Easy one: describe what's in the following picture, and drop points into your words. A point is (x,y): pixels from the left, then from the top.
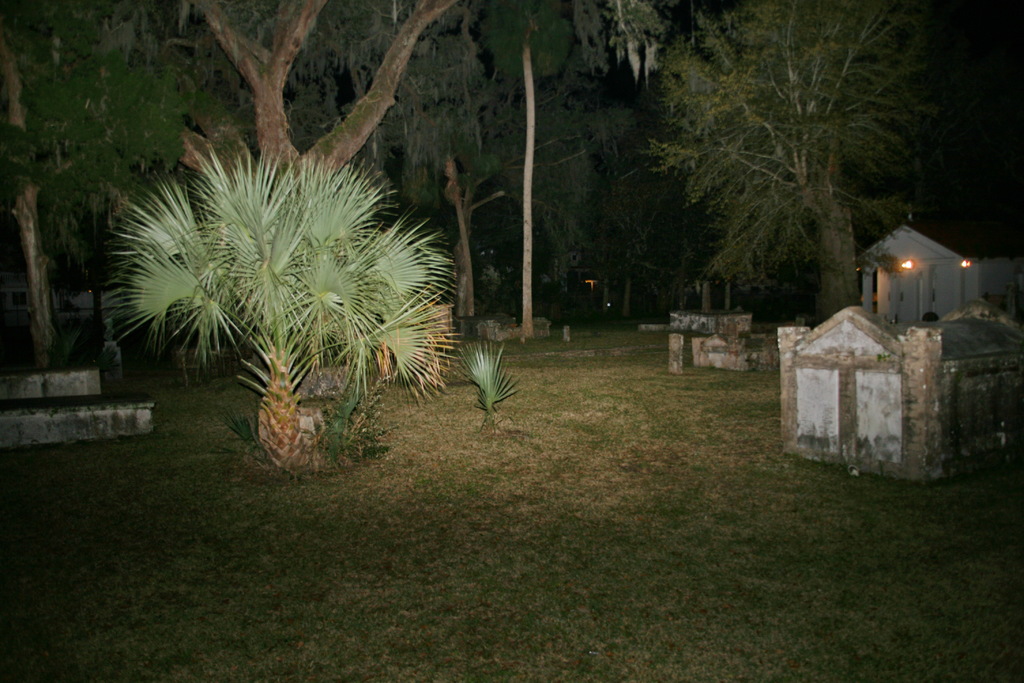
In this image there are few trees (455,267) on the grassland (540,476). Right side (917,253) there is a house (931,296) having lights (910,265) attached to the wall (931,265). There are few constructions (50,438) on the grassland (724,406).
